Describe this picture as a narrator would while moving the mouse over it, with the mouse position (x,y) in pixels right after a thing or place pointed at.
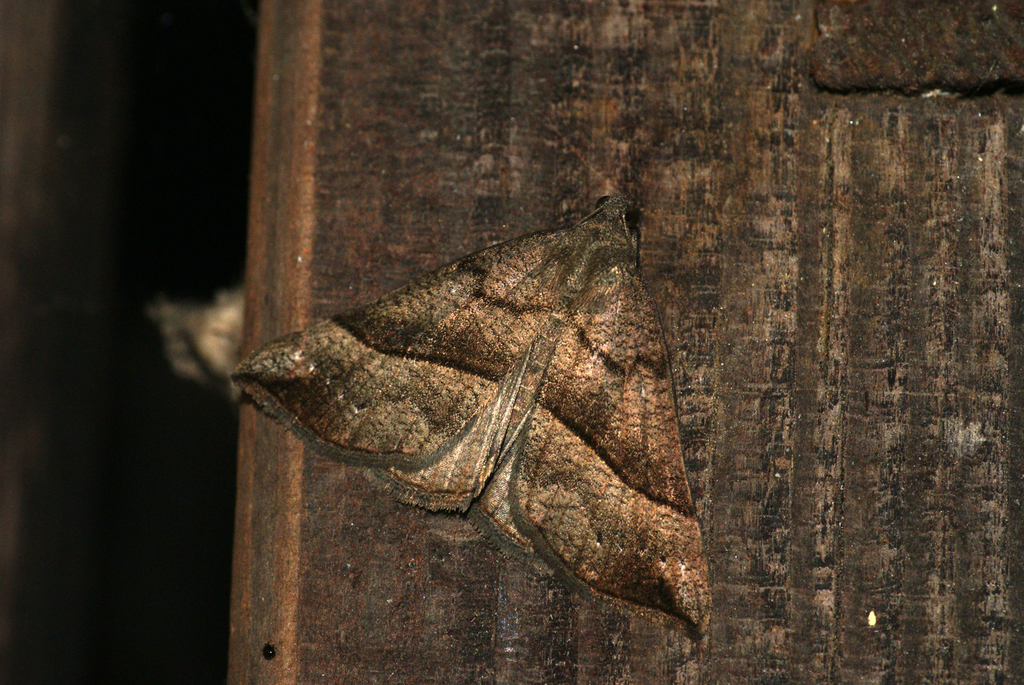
In this image we can see a moth (596,429) on a wooden surface (444,101).
